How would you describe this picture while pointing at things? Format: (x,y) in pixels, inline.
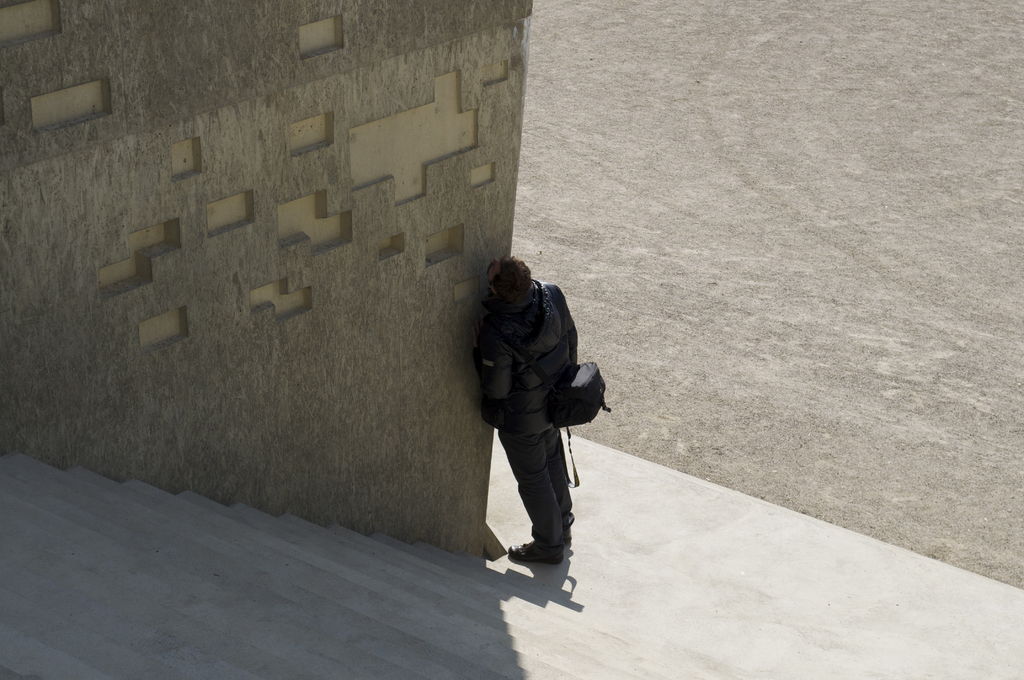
In this image there is a person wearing bag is standing beside the wall (165,48) where we can see there are some stairs (12,662), on the other side there is a ground (954,17).
